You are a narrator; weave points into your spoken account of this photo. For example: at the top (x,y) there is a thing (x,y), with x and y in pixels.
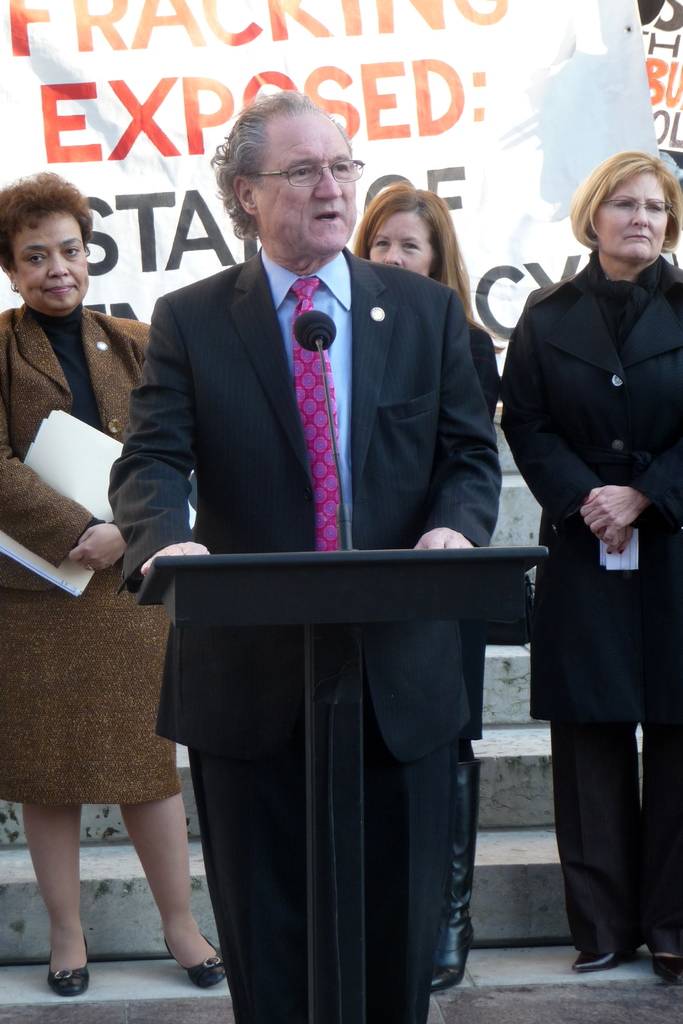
In this image we can see a man (215,663) is standing. He is wearing black color suit (420,882) with blue shirt (342,359) and pink tie (315,373). In front of him podium (352,568) is there. On podium (354,594) mic (350,539) is present. Behind the man (305,378), three women (643,271) are standing and poster (474,62) is there.
